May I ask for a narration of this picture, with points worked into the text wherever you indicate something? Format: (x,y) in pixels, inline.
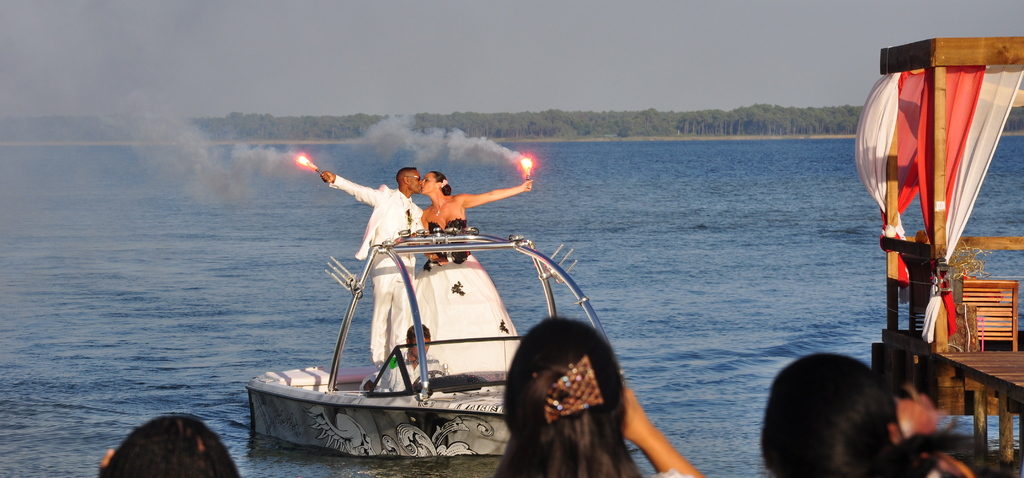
In this image we can see there are people (463,302) standing and kissing in the boat (279,391) and holding a sparkler (319,169). And there are other people (569,416) standing and looking into the water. At the side there is a stage (934,164) with cloth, table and chair (980,293). At the back (441,119) there are trees (655,124) and the sky (621,55).
